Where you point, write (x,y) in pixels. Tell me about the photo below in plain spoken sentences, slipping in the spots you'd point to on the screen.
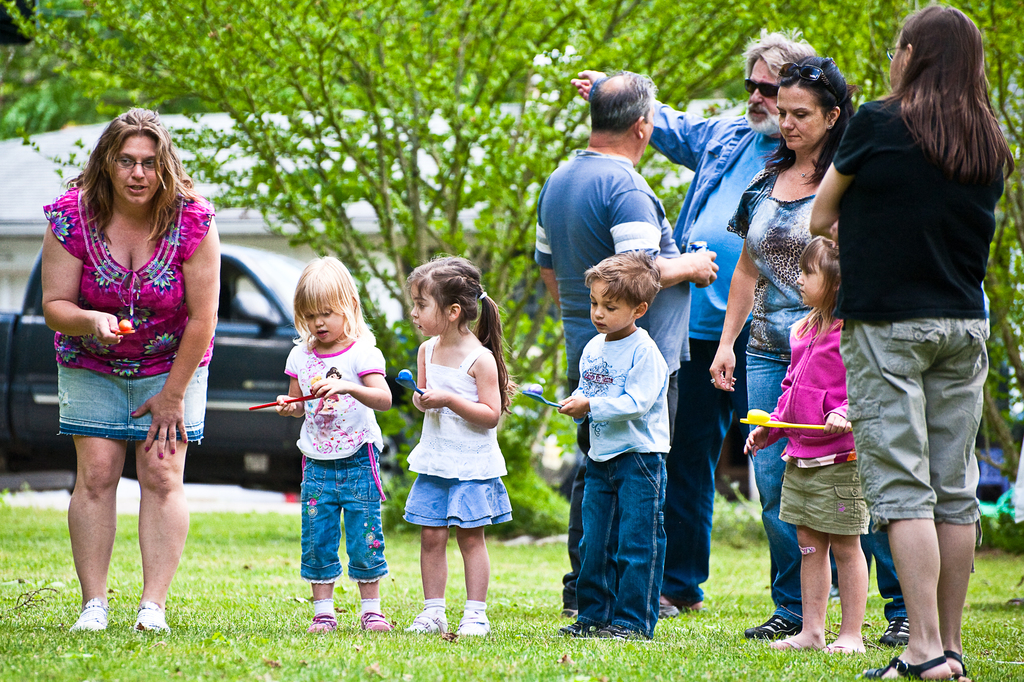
In this image we can see a few people (364,444) standing, among them some are holding the objects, there are some trees (416,192), grass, vehicle (241,316) and a house (200,185).
